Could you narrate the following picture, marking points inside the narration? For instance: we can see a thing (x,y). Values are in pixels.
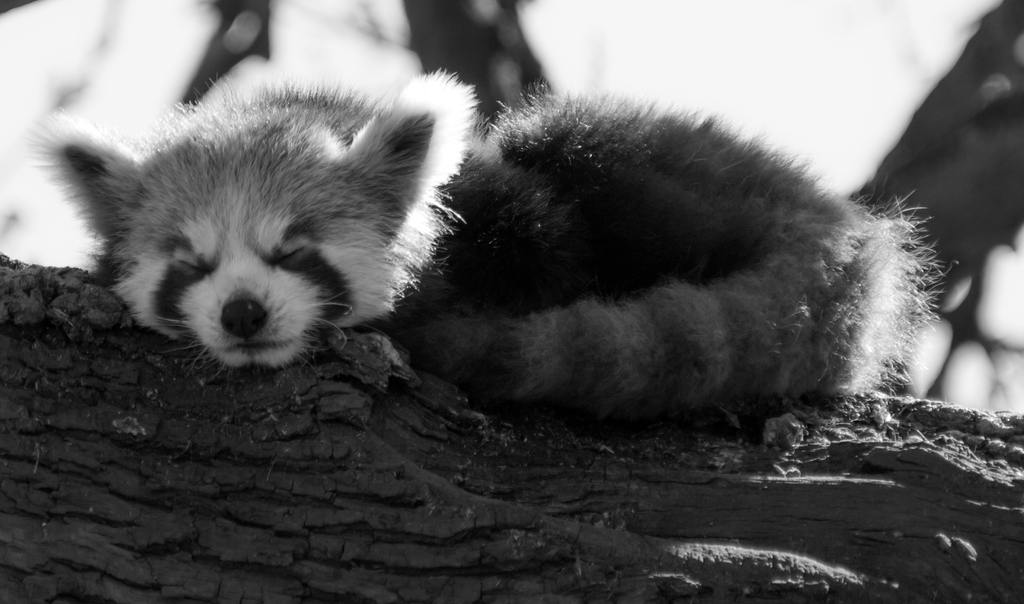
This picture is in black and white. In the center (626,338), there is an animal (729,191) lying on the wooden log (512,441).
